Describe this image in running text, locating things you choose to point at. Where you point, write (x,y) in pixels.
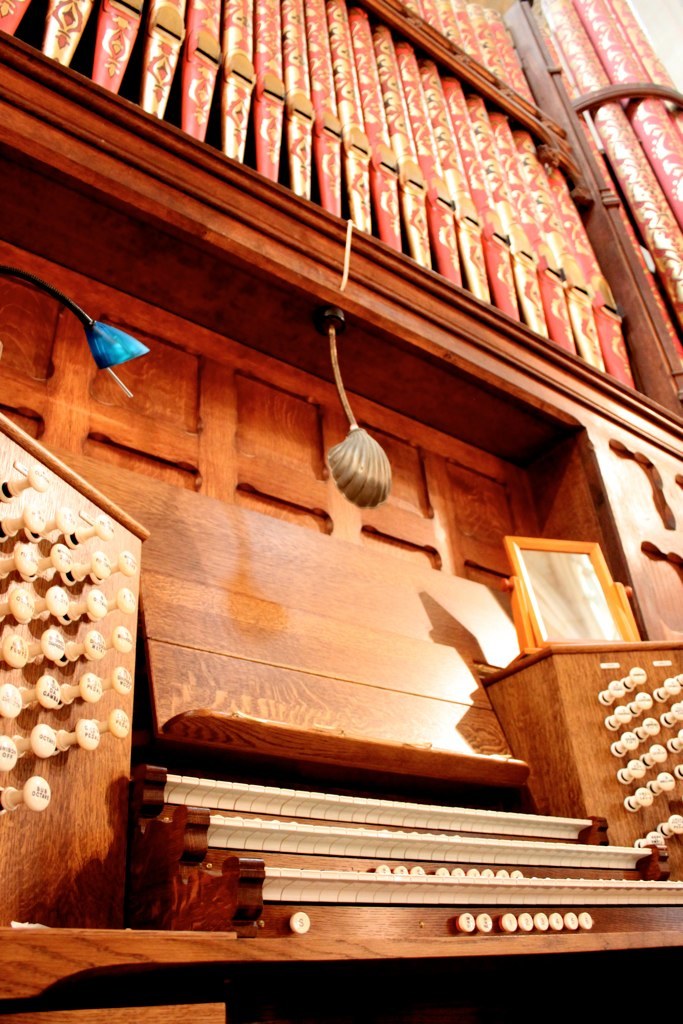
On the right side (565,884), there are keyboards (502,885). On both sides of these keyboards (480,878), there is a panel (112,549), on which there are some objects (677,745). Above these keyboards (490,889), there are two lights (330,454).
